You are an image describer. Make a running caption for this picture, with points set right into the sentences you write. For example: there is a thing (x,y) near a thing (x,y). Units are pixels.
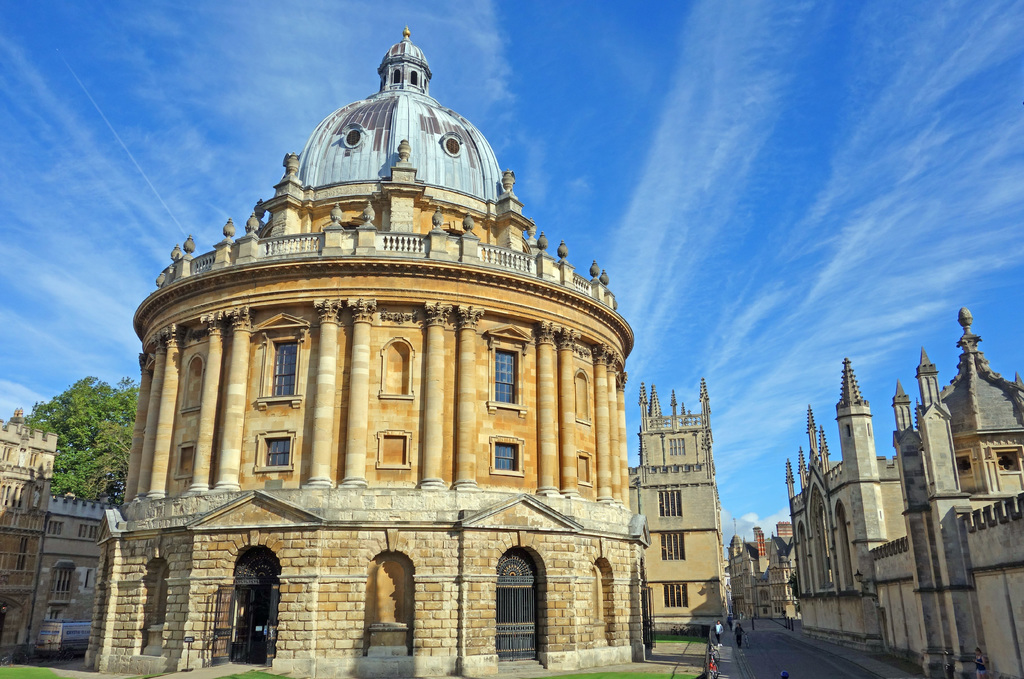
In this image, we can see so many buildings (594,593), walls (633,612), windows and tree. At the bottom of the image (668,638), we can see people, grass (625,675) and road (808,654). Background (181,122) there is the sky (705,226).
